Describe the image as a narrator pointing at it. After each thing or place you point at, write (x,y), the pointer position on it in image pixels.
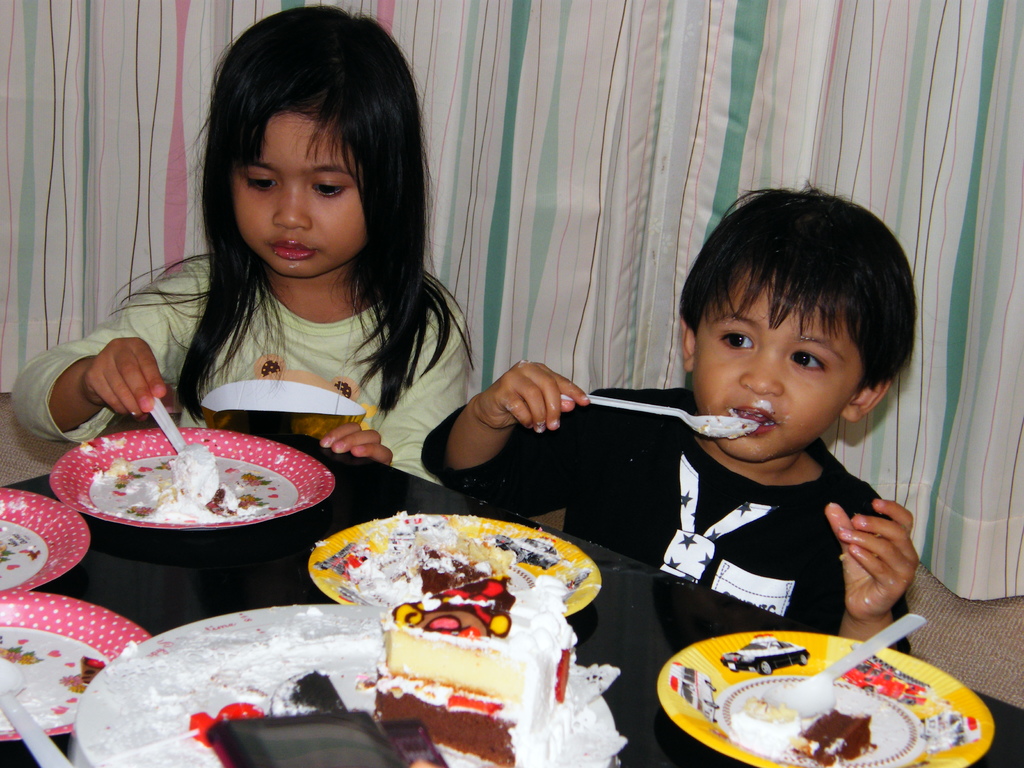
In the picture we can see two children (790,386) are sitting near the table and on the table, we can see some plates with cake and in the background (128,144) we can see the curtain (546,323).
